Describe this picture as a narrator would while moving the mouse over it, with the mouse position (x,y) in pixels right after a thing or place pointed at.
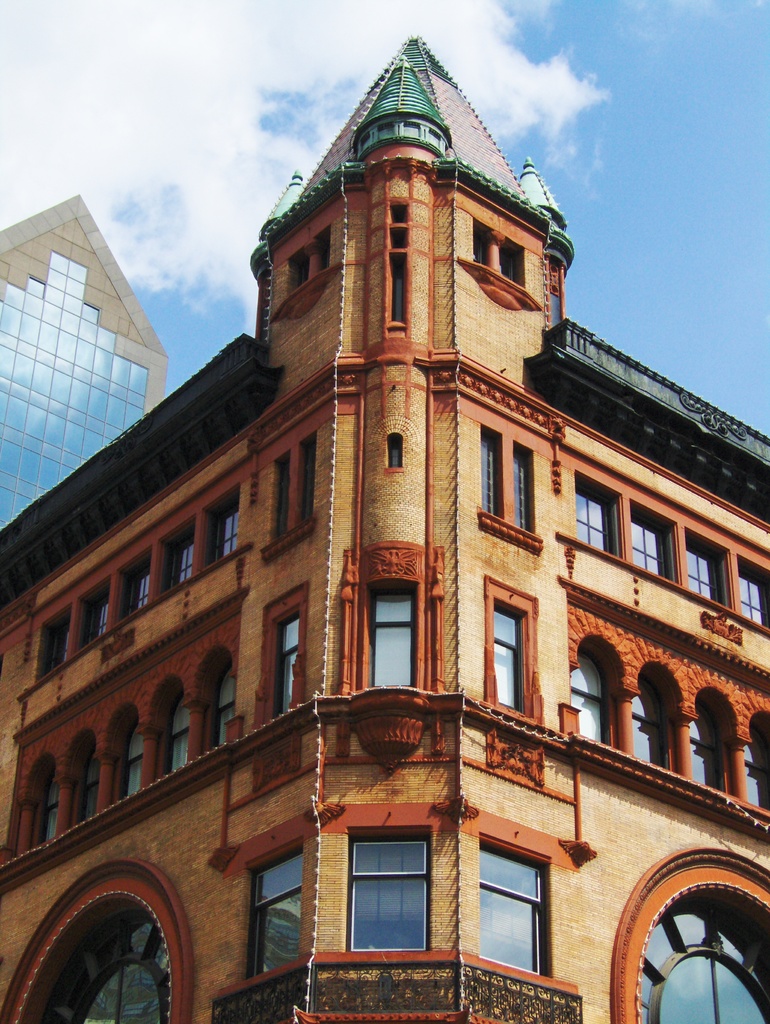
In this picture we can see a building (458,632), there is the sky (645,131) and clouds (296,6) at the top of the picture (594,42), we can see windows (402,639) and glasses (591,501) of this building (510,681).
